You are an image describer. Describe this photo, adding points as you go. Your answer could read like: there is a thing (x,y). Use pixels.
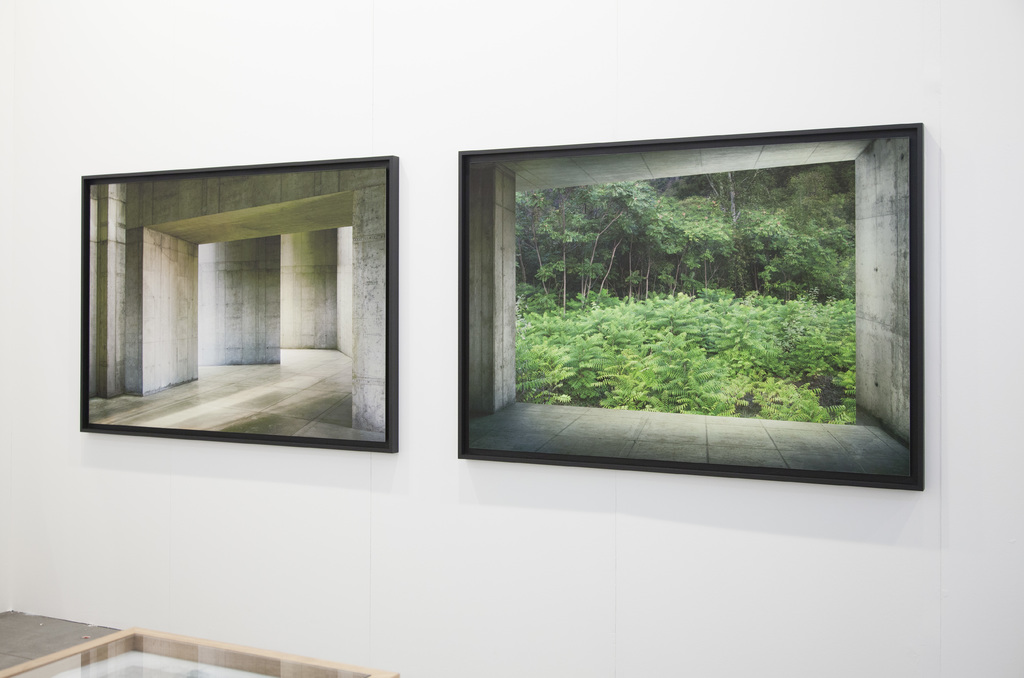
In this image I see the white wall (273,572) on which there are 2 frames (594,205) in which I see the picture (207,243) of the walls (244,250) in this frame (292,270) and I see the picture (645,291) of plants (686,315) and trees (672,232) in this frame (769,280).
